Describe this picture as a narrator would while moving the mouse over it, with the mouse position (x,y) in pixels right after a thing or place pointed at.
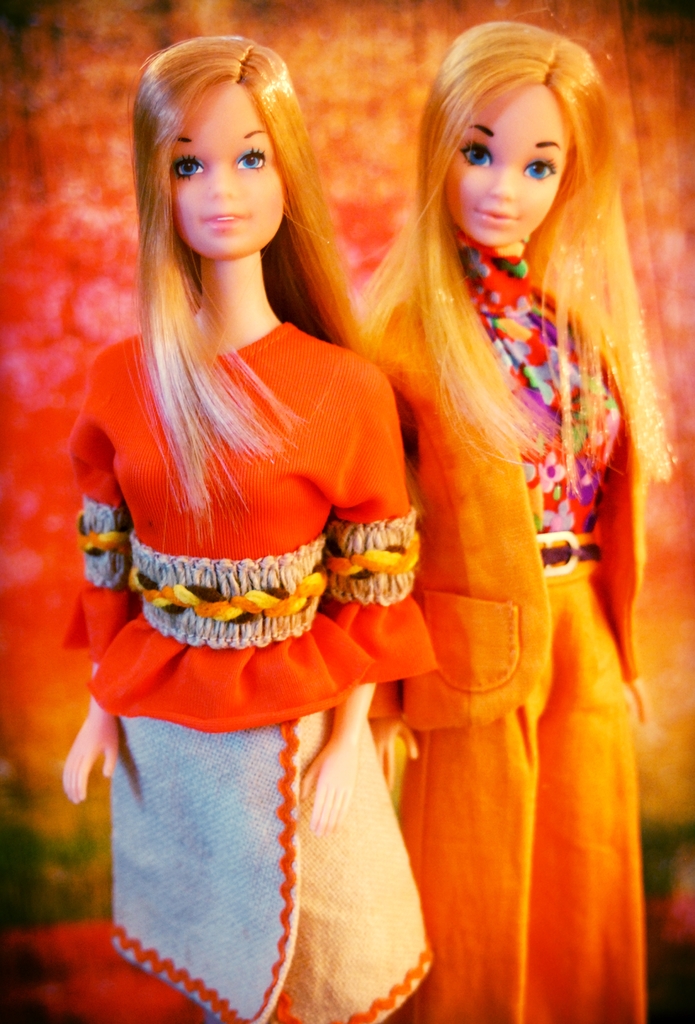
As we can see in the image there are two dolls (543,649). The doll (616,546) on the right side (582,549) is wearing orange color dress (526,559) and the doll (276,462) on the left side (231,320) is wearing red color dress (276,517).
